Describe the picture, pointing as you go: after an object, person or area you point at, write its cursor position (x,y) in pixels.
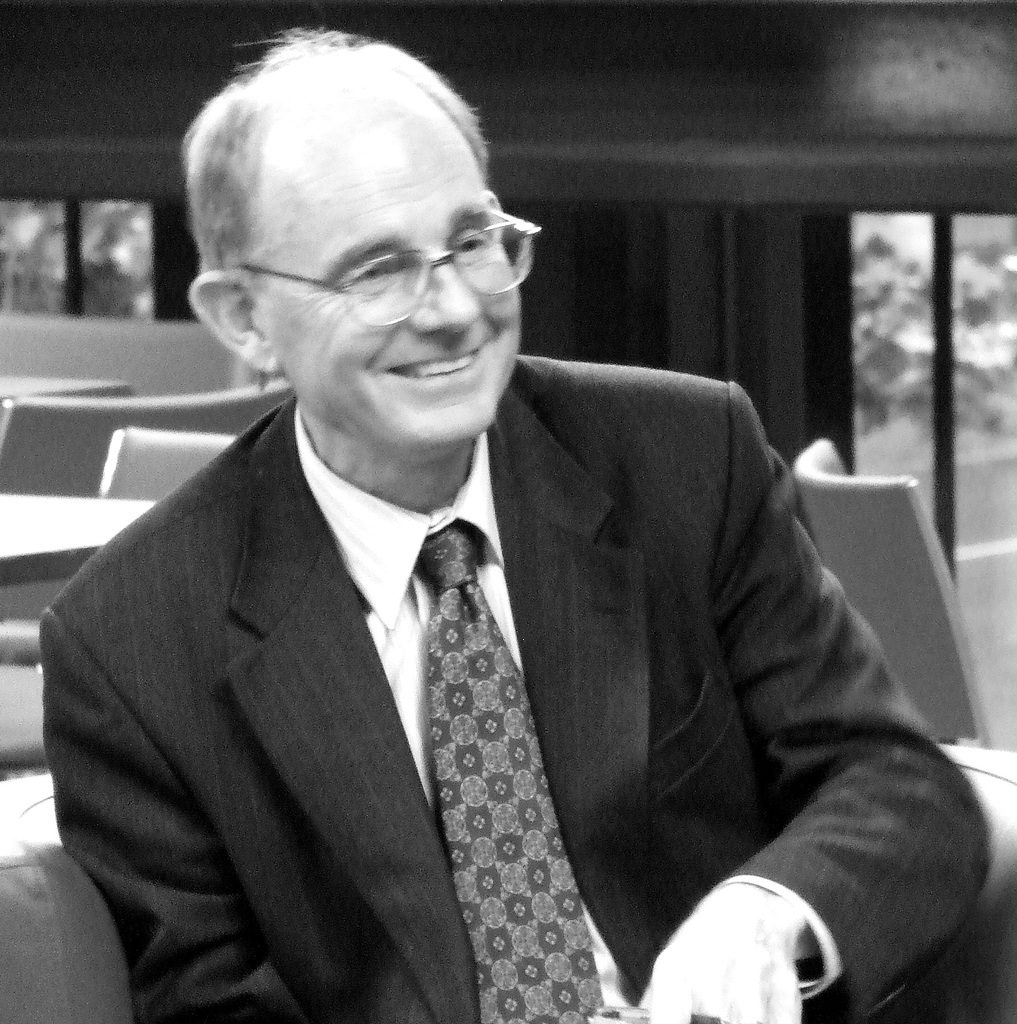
This is a black and white image. Here is the old man (358,943) sitting in the chair (59,886) and smiling. He wore a suit (218,841), shirt (389,631), tie (442,631) and spectacles (369,310). These are the chairs (153,454). This looks like a table (39,535). In the background (964,445), these look like windows (93,251).
